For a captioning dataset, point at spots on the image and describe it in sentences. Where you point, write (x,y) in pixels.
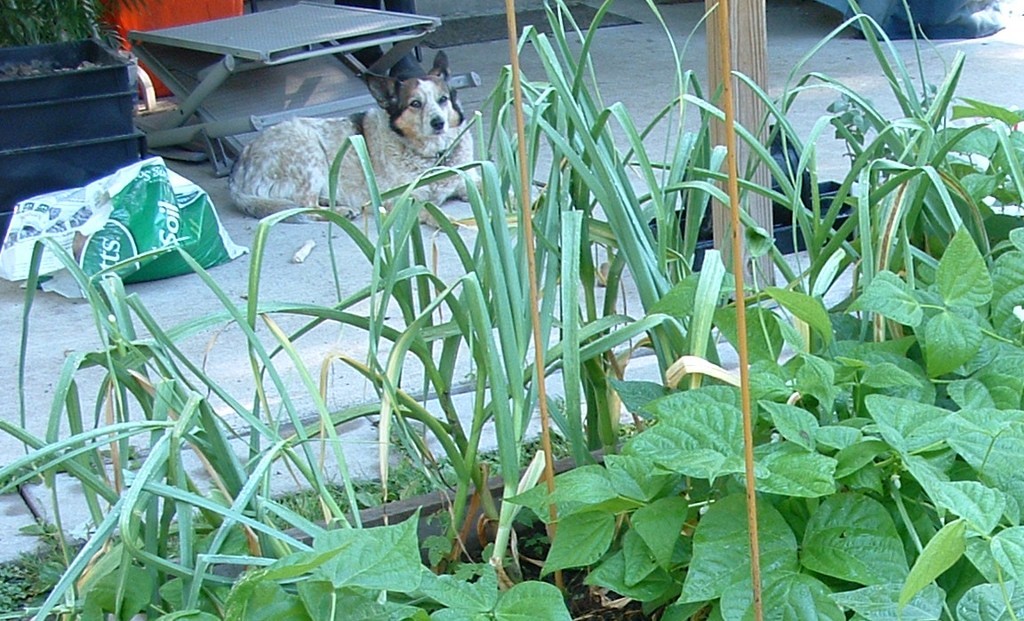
In the image in the center (577,364) we can see plants (333,510) and grass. In the background (185,123) we can see plants (18,11), baskets (70,124), cloth (140,11), plastic cover (151,203), one dog (409,161), which is in white and black color and few other objects (470,24).
